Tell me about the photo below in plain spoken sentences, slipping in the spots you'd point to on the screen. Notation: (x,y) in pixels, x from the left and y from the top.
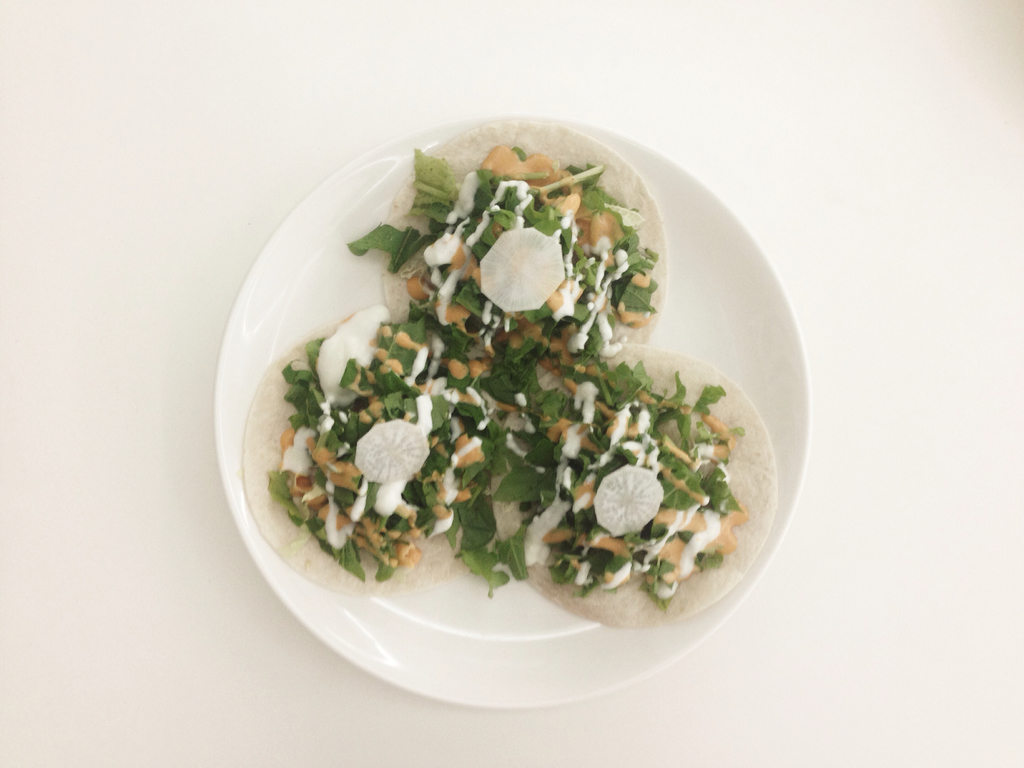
In the picture I can see a plate (752,280) on the table (815,403). I can see the salad (547,395) on the plate (803,419).
